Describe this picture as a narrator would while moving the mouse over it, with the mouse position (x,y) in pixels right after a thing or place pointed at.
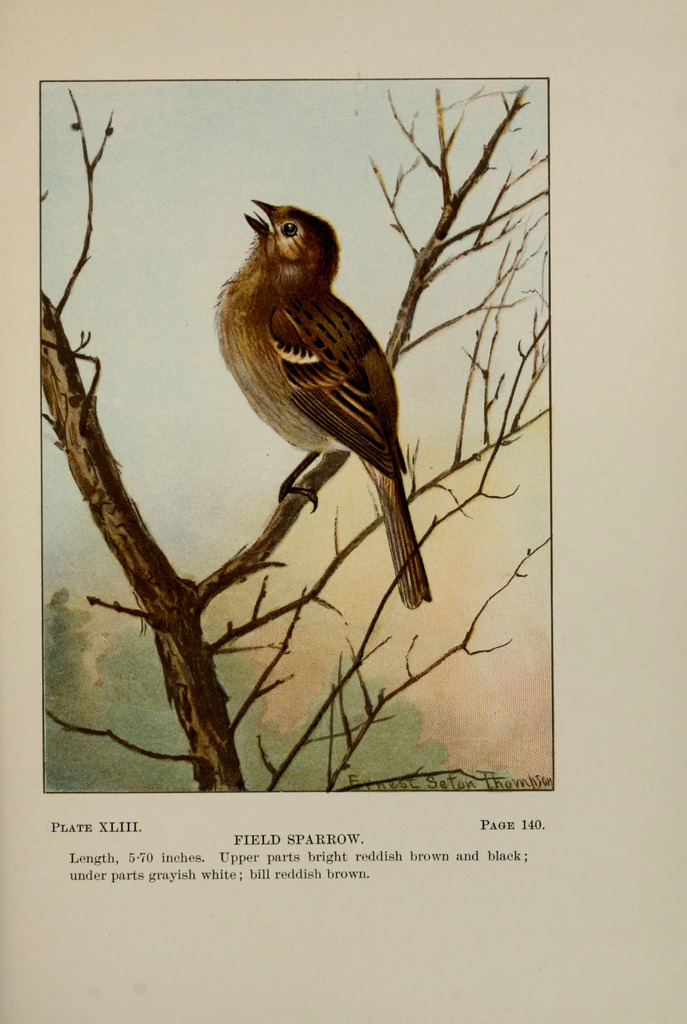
In the center of the image (363,385) a bird (280,309) is sitting on a branch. At the bottom of the image (251,843) text (266,878) is present.
